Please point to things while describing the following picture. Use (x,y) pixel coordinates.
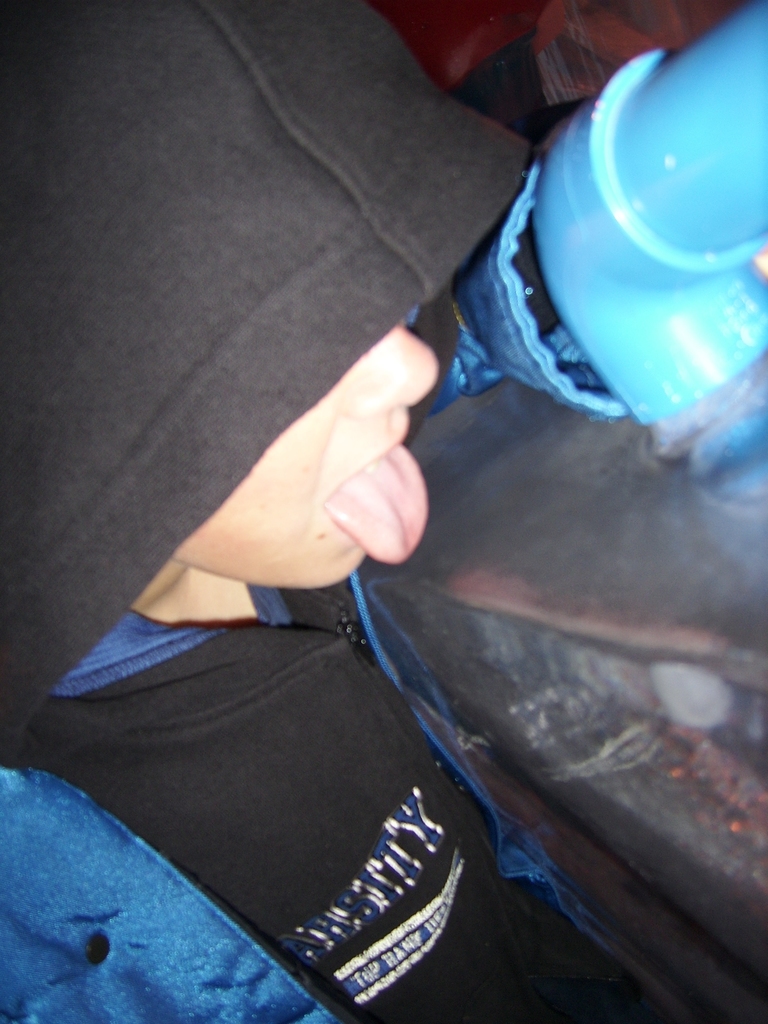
In the picture we can see a person (95,655) standing and wearing a hoodie (259,820) with a cap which is black in color and some part in blue beside the person (239,833) we can see a pipe (701,69) which is also blue in color.
